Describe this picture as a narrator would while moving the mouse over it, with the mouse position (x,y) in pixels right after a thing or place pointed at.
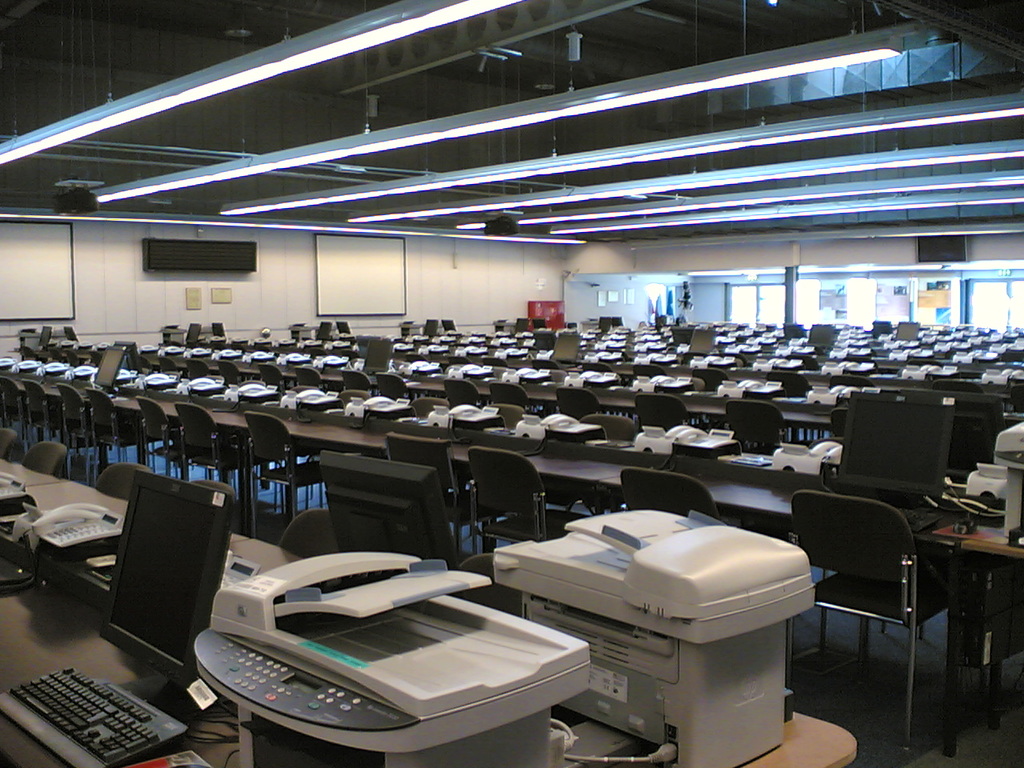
In the picture we can see a hall (822,279) with tables (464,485), chairs (527,499) and some printing machines (715,559) and typing machines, fax machines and we can also see a monitor (939,448), keyboards (90,767), telephones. In the background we can see a white board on the walls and to the ceiling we can see a light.
